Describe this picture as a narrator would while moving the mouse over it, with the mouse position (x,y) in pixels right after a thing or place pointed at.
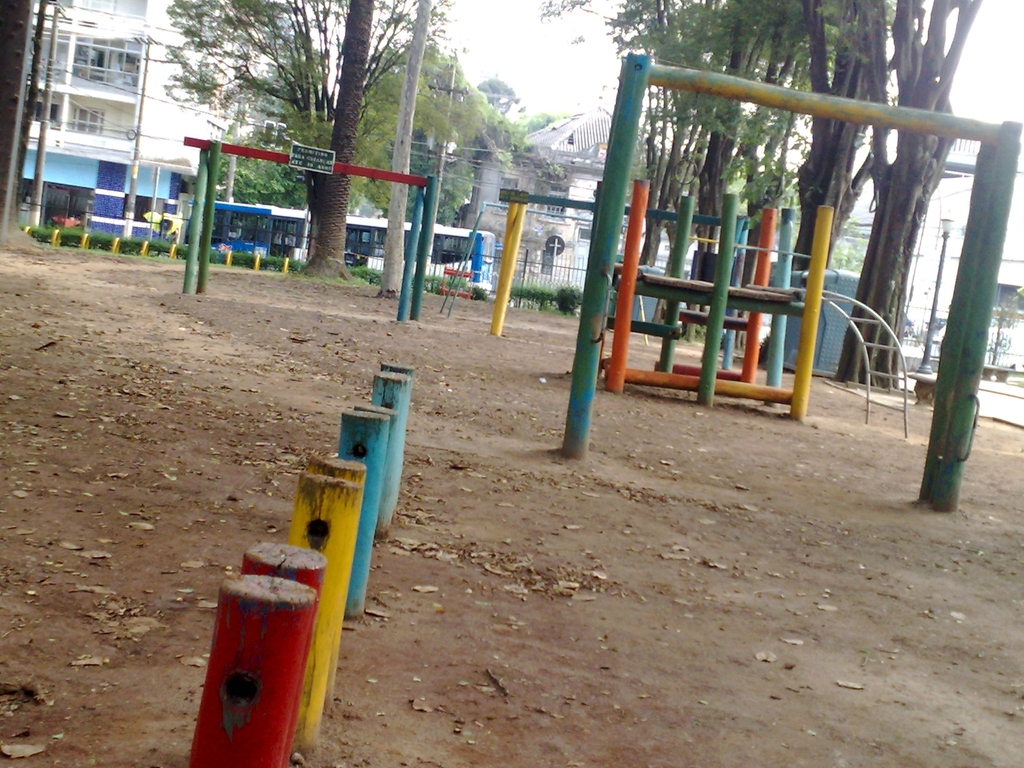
In this image it seems like it is a play ground (428,386) in which there are wooden sticks (341,485) in the middle (382,464) and there are wooden arches (732,82) on the right side (934,123). In the background (151,97) there is a building (130,58) on the left side (105,80). In front of it there is a bus (259,227) moving on the road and there are trees (380,77) on the ground (333,315).
